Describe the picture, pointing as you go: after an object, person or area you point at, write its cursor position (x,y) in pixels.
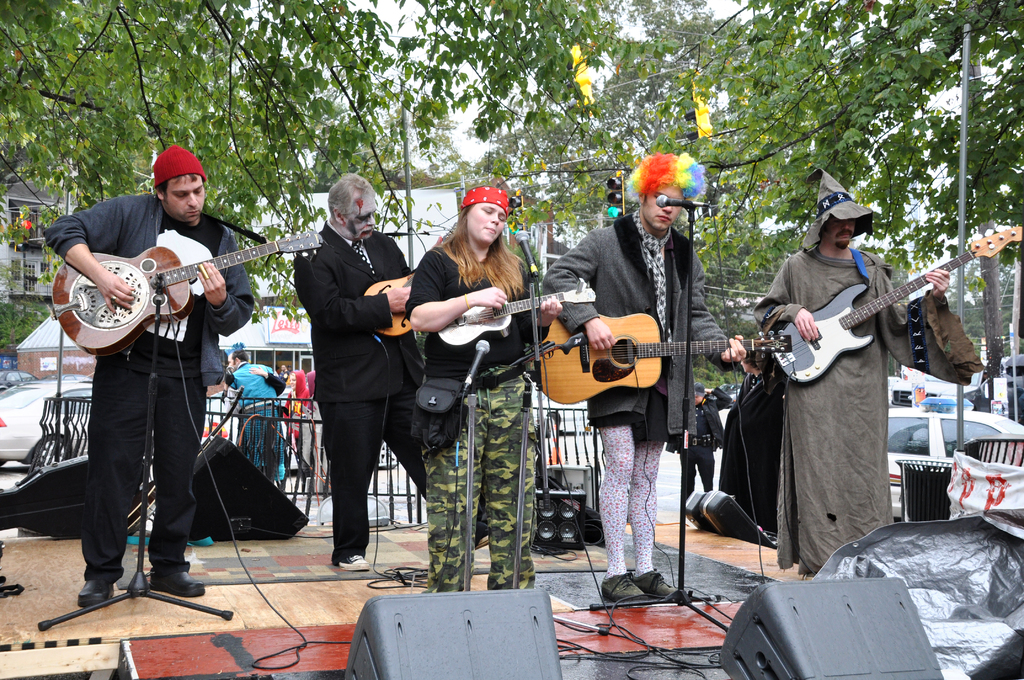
Here we can see a group of people (814,249) playing guitars (138,330) with a microphone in front of them and we Can see speakers (295,511) present and behind them we can see trees (334,49), cars (968,410).
